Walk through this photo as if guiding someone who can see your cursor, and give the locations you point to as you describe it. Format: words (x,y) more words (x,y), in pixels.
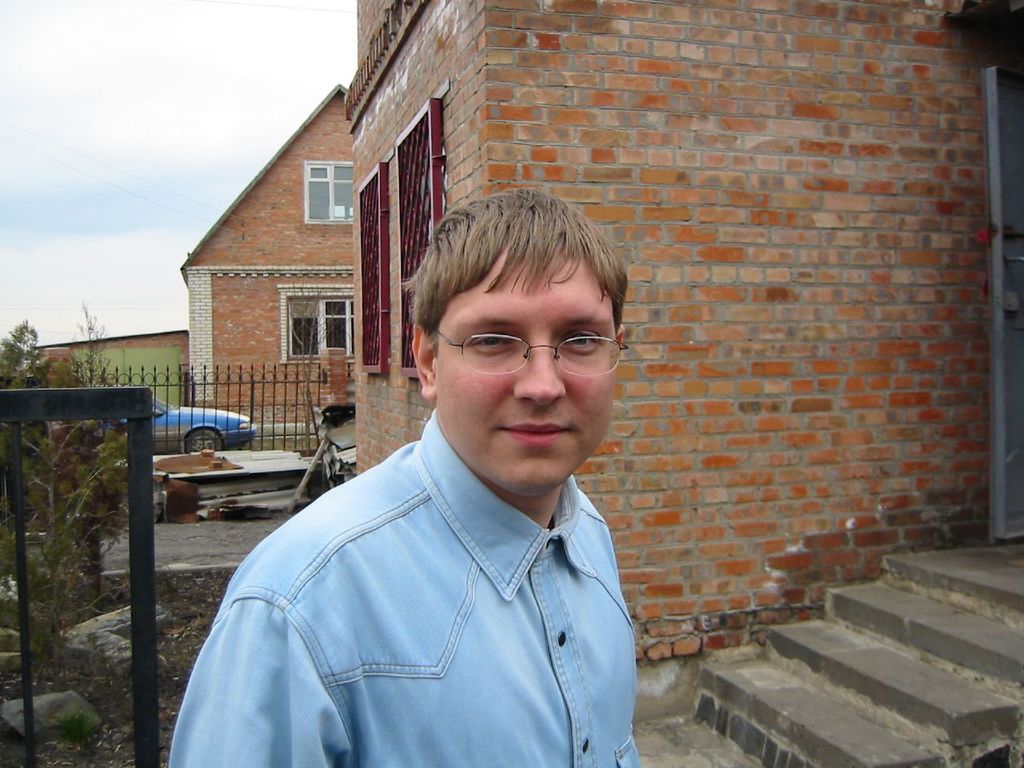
In this image, I can see the man (527,690) standing. On the right side of the image (847,660), these are the steps (757,681). Behind the man (341,540), there are buildings (249,324), iron grill (254,381), car (230,418), tree (80,459) and few other objects (245,480). In the background (218,118), there is the sky (136,215).
